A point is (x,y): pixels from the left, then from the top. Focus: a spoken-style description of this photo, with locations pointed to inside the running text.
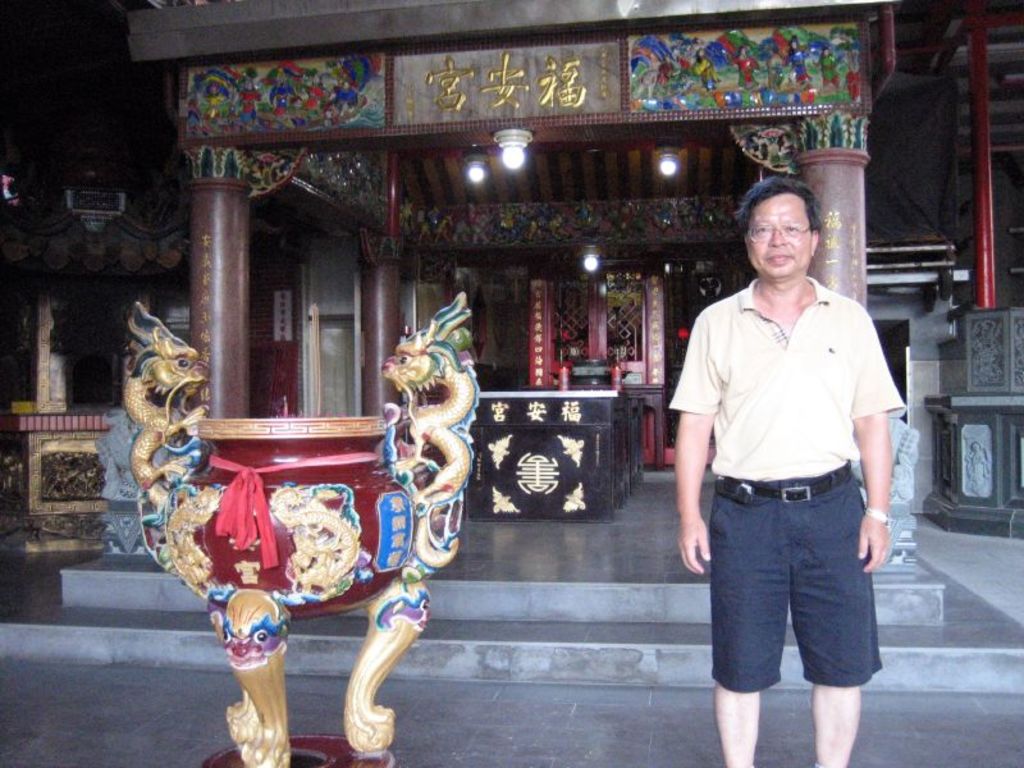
The man (819,442) in white T-shirt (781,471) who is wearing spectacles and a watch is standing. Beside him, we see an urn (340,576) and behind him, there is a staircase (563,653). In the middle of the picture (572,431), we see a black color table (525,406). Beside the table (519,417) there are pillars (387,282). In the background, we see a door (570,303). On the right side (985,303), we see a pillar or a pole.
